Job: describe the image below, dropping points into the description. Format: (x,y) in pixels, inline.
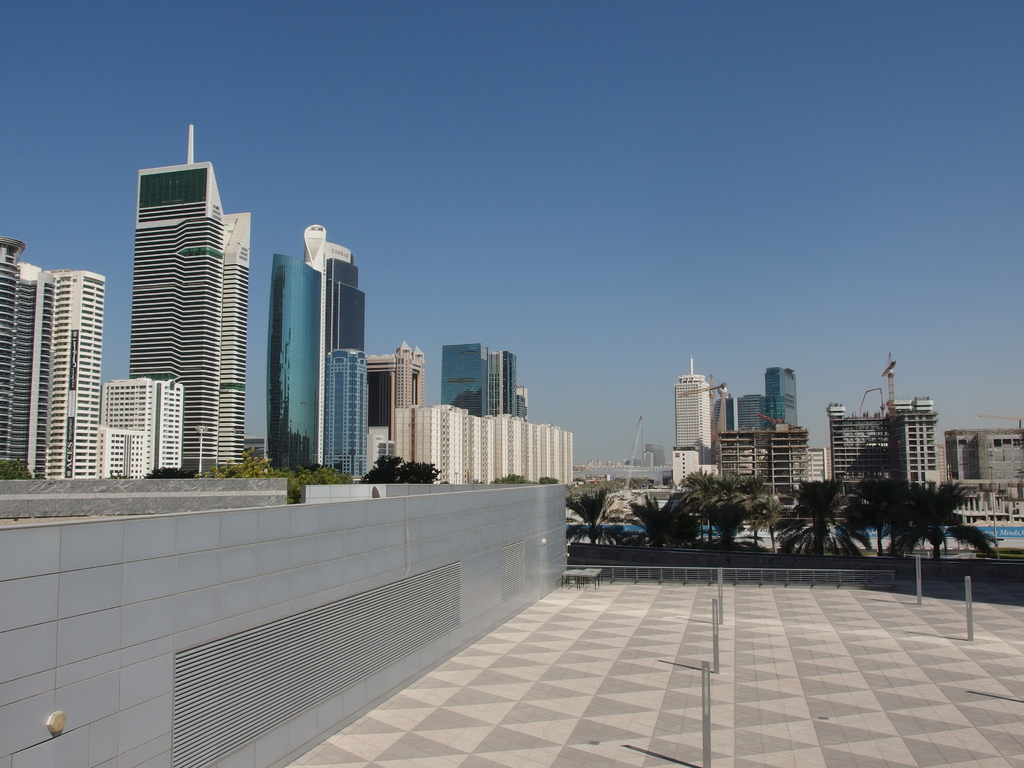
In front of the image there are metal rods (917,568). There is a metal fence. At the bottom of the image (846,697) there is a floor (858,672). In the background of the image (791,521) there are trees (834,542), buildings (775,433). At the top of the image (682,127) there is sky (708,114).
